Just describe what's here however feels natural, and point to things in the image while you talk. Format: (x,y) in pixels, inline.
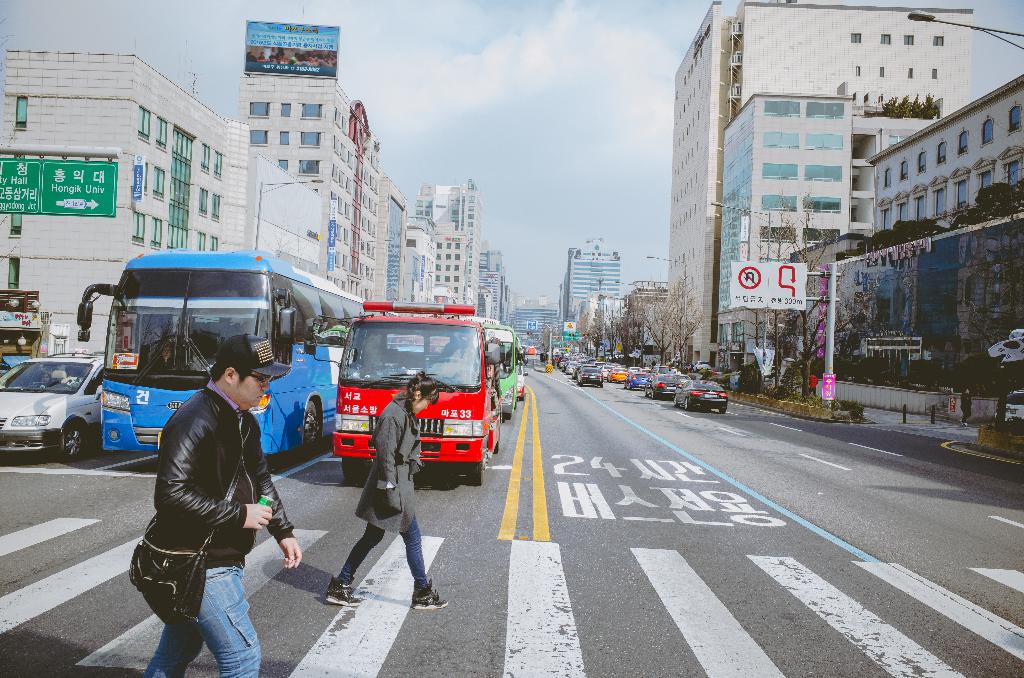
In this image in the foreground (91,542) there are two persons (208,509) who are crossing the road (438,525), and in the background (49,390) there are some vehicles (65,390). On the right side (815,262) and left side (42,234) there are some buildings (372,234), boards (830,390), poles (831,338), plants (821,363), trees (800,313) and at the top (571,115) there is sky (547,265) and in the background (590,257) there are buildings (635,298).
